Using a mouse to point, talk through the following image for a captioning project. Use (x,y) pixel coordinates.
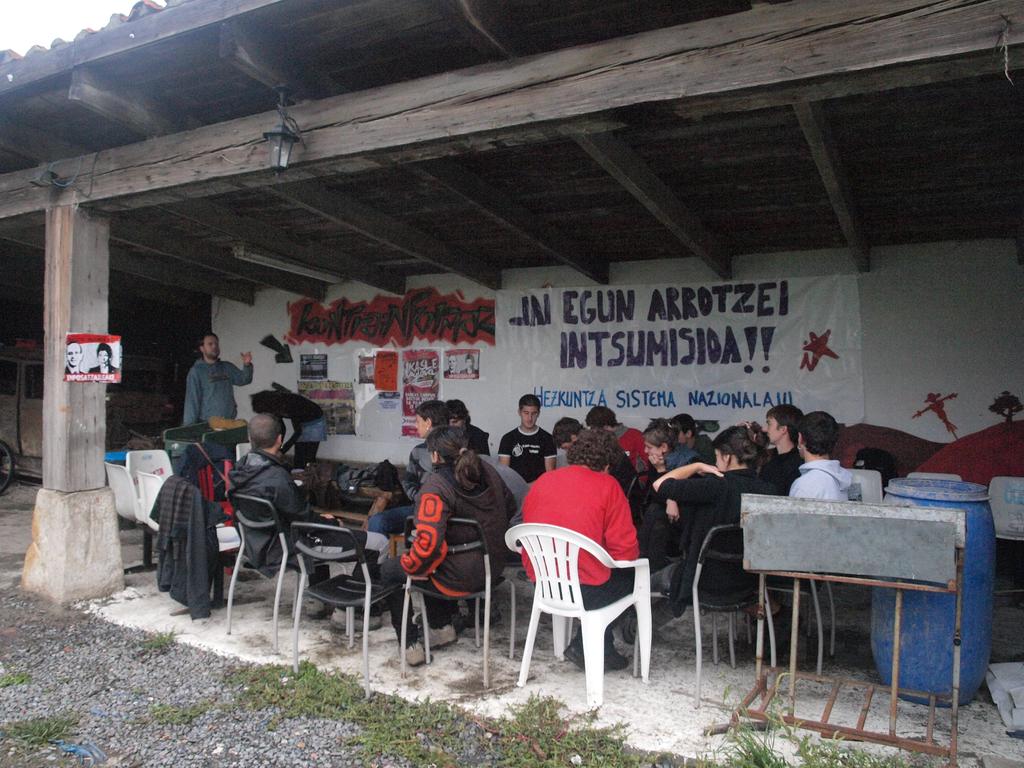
As we can see in the image there is a wall (955,305), banner (608,325), few people (541,447) sitting on chairs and there is a table (855,509) and on the right side (974,534) there is a drum (986,590).
